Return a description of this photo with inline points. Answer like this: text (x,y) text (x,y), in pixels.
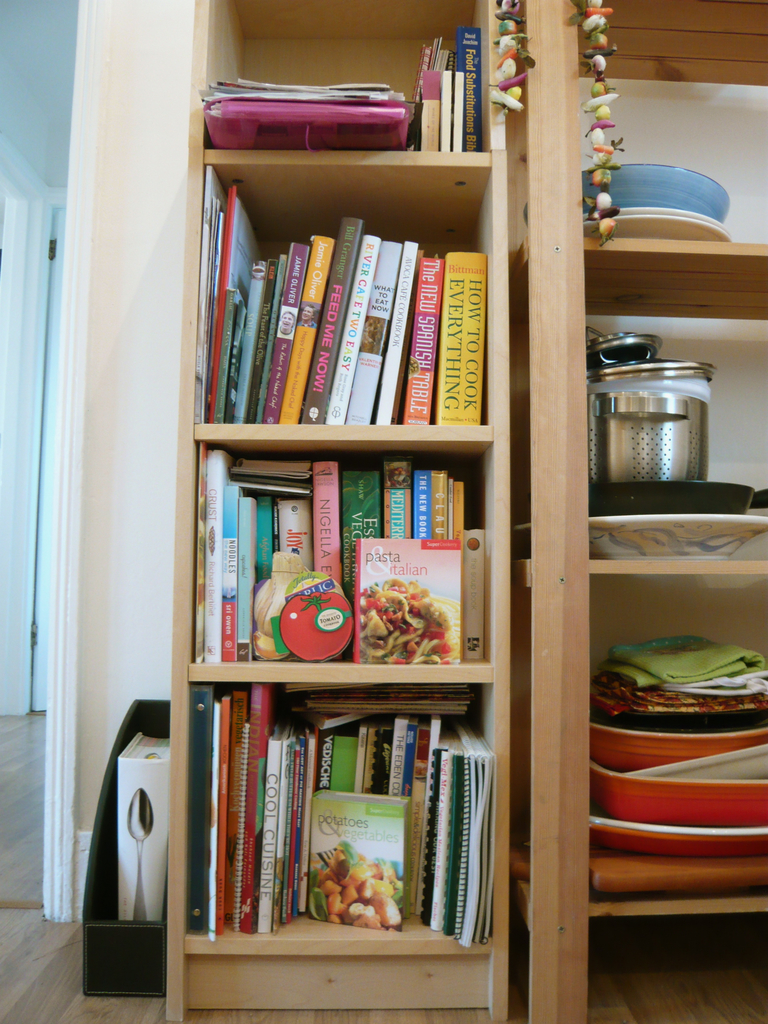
In this image we can see books (380,856) are kept in the wooden cupboards (449,222) and some objects (592,510) are kept in the wooden shelf (612,903). Here we can see another object (119,881) and another room (37,504) in the background (17,653).
